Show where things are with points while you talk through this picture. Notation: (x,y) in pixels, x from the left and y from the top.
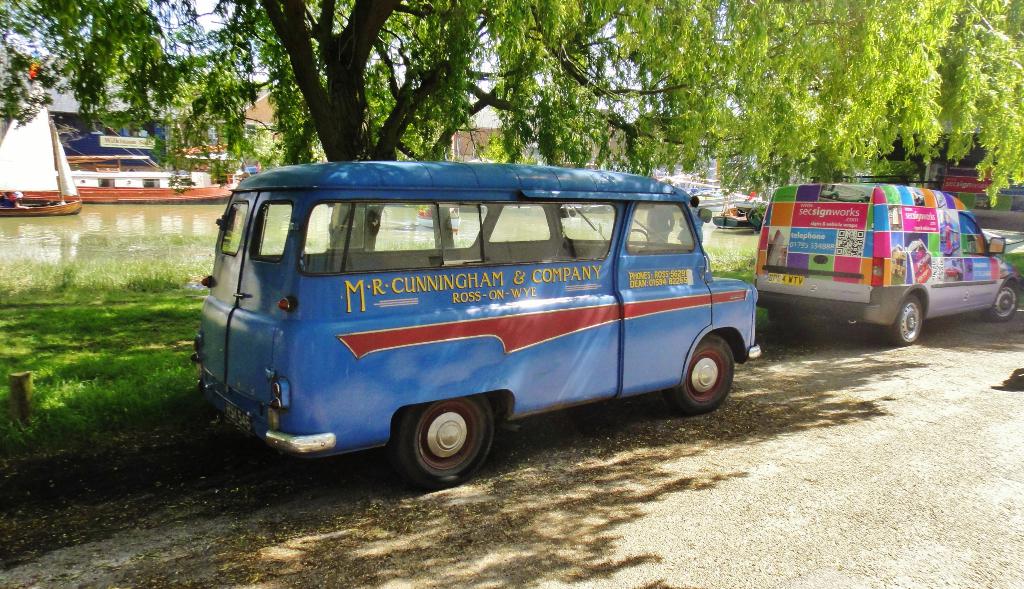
In this image I can see few vehicles (471,292), in front (471,363) the vehicle (623,357) is in blue and red color. Background (47,155) I can see few boats (68,195) on the water (111,216), trees (437,111) in green color, few stalls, a building (261,107) in brown color and the sky (211,28) is in white color.
